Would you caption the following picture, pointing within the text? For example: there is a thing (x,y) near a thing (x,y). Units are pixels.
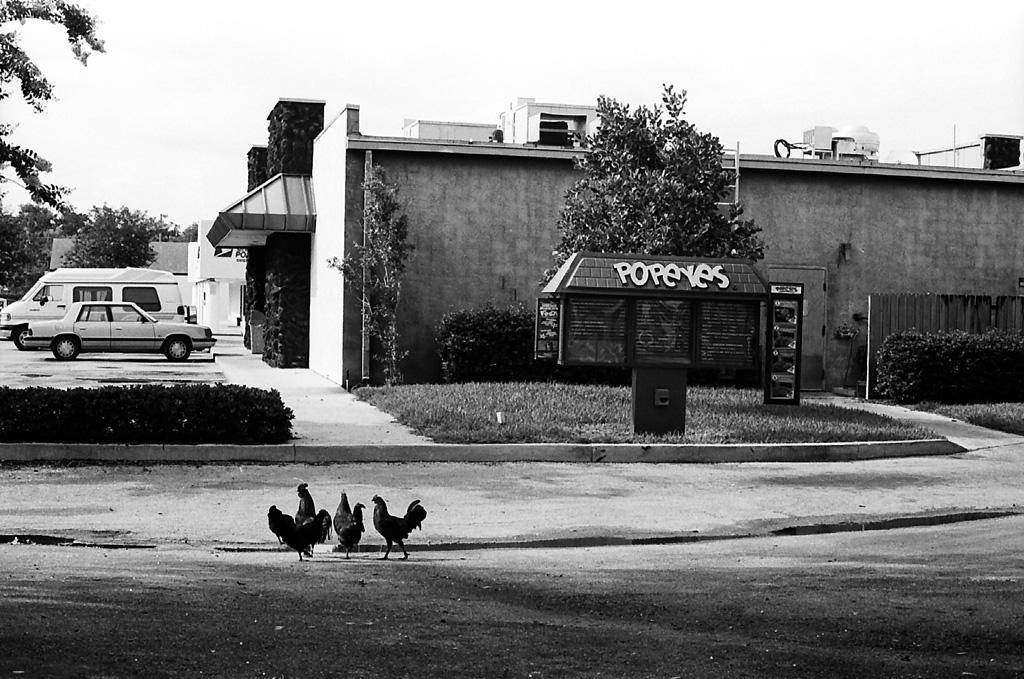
At the bottom of the image (490,538) there is a road (556,676) with hens (355,537) on it. Behind the road (361,500) there is a ground (613,397) with grass (598,396) on it. At the right side of the image (736,315) there is a store (565,310) and also there are plants (449,323). In the background (891,201) there is a house (440,238) with walls (912,204), roofs (290,220) and pillars (321,129). On the top of the house (510,169) there are few items (785,145). And in front of the house (336,233) there are vehicles (51,296). At the left corner of the image (31,234) there are trees (31,234). And at the top of the image (451,56) there is a sky (913,122).
